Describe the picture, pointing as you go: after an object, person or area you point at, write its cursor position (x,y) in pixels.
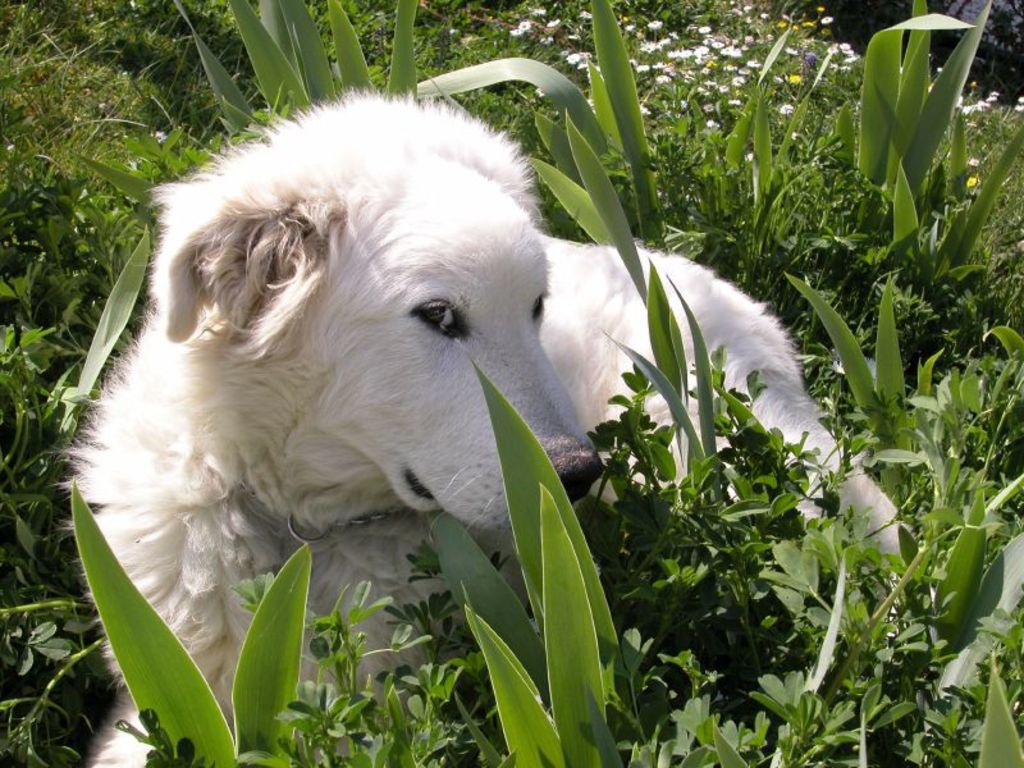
In this picture we can see a white color dog (448,379) is laying, at the bottom (746,720) there are some plants (87,195), we can see flowers (677,68) in the background (722,68).
